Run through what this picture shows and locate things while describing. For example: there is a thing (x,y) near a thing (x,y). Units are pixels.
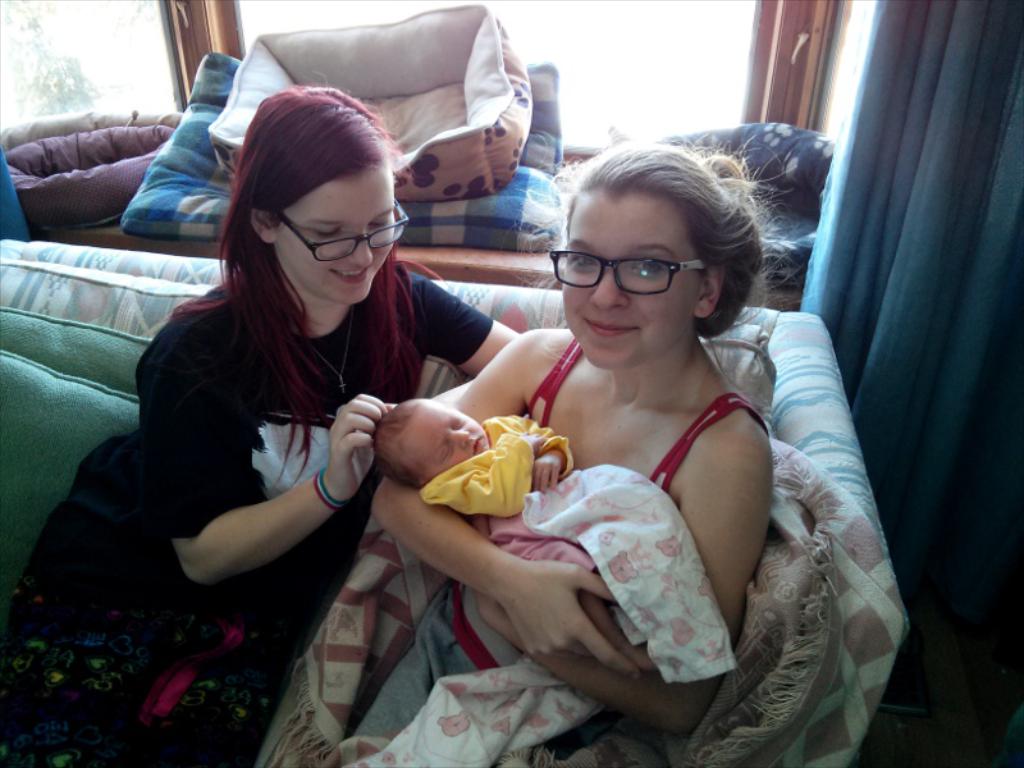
This image consists of two women (395,304) holding a kid (572,566). They are sitting in a sofa (745,602). To the right (932,263), there is a curtain (884,236). In the background (652,64), there is a window (564,120) along with pillows (341,80).
